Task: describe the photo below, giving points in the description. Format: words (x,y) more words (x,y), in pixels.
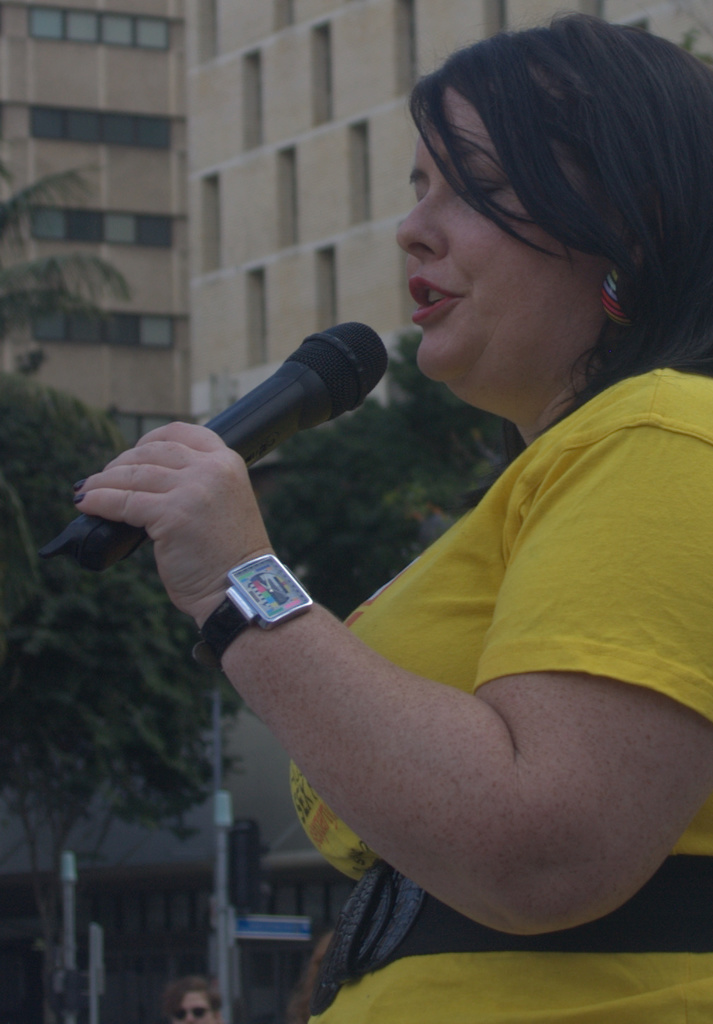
A lady (494,562) in yellow dress (491,591) wearing a watch (264,591) is holding mic (348,365) and talking. In the background (281,174) there is a building (289,115) and a tree (120,670).
